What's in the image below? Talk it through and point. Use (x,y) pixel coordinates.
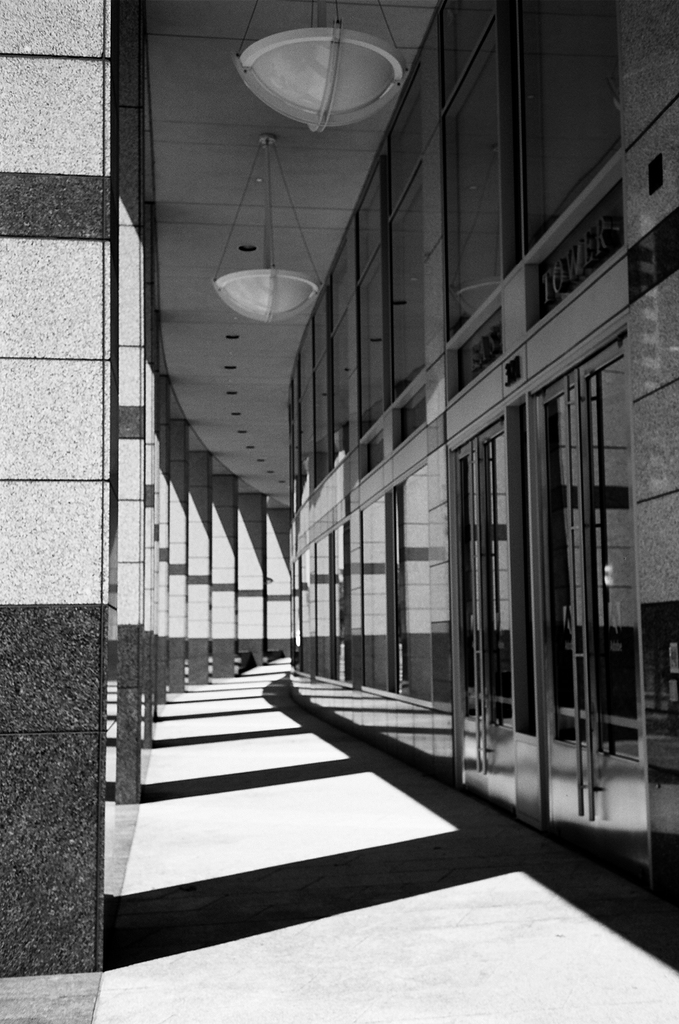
This is a black and white image. On the left side (101,571) there are pillars (153,530). Also there are glass walls (403,615). On the ceiling (234,372) there are objects (293,72) hung.
